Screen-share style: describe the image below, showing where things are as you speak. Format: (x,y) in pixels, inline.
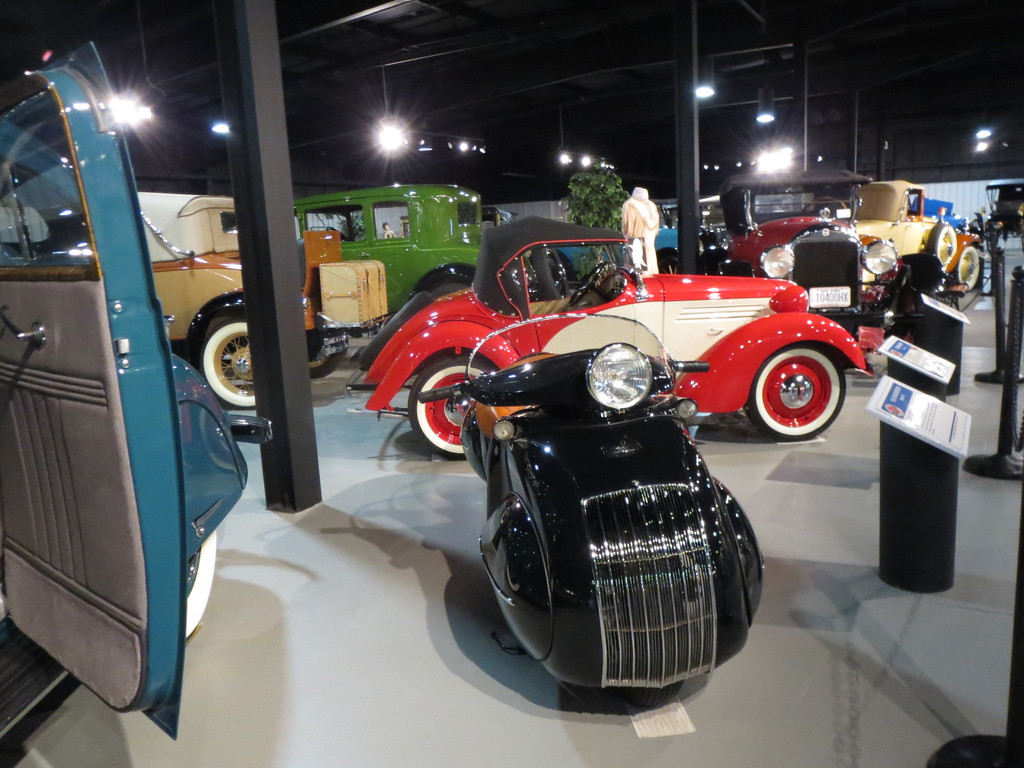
In this image we can see vehicles (510,284) on the floor (765,593). In the background (640,192) we can see tree (595,195), pillars (882,138), lights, person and wall (961,205).
